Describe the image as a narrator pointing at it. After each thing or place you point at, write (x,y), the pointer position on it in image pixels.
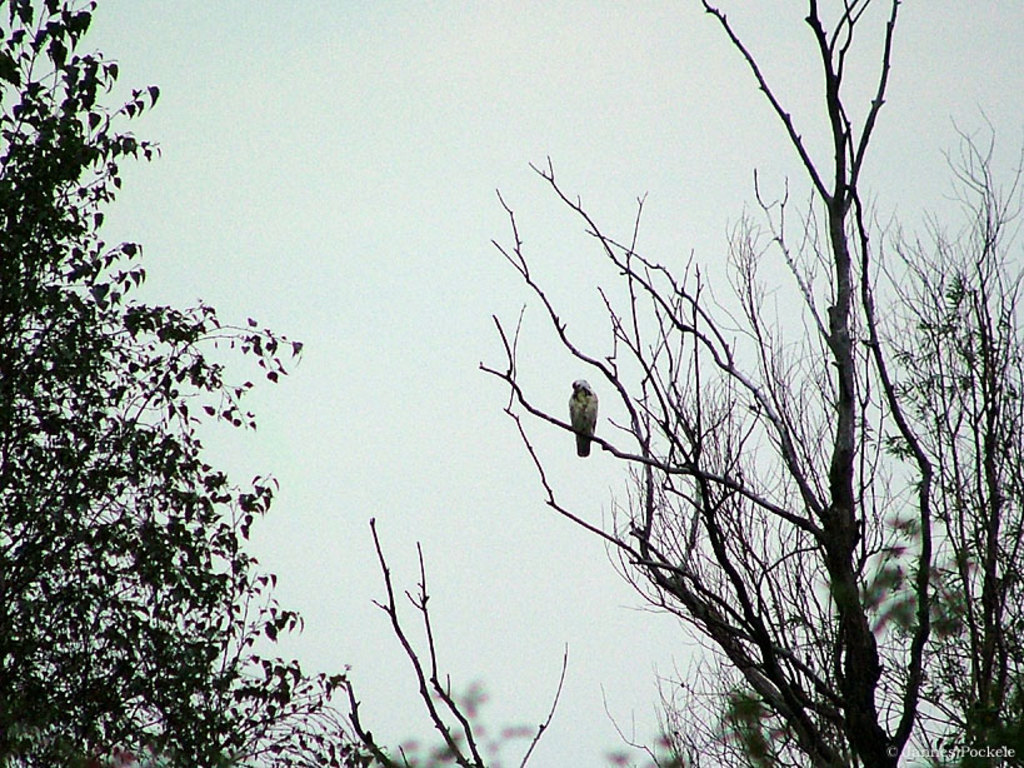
In this picture I can see there is a bird (588,424) sitting on the tree (725,492) here and there are some other trees (215,537) here and the sky (324,294) is clear.
